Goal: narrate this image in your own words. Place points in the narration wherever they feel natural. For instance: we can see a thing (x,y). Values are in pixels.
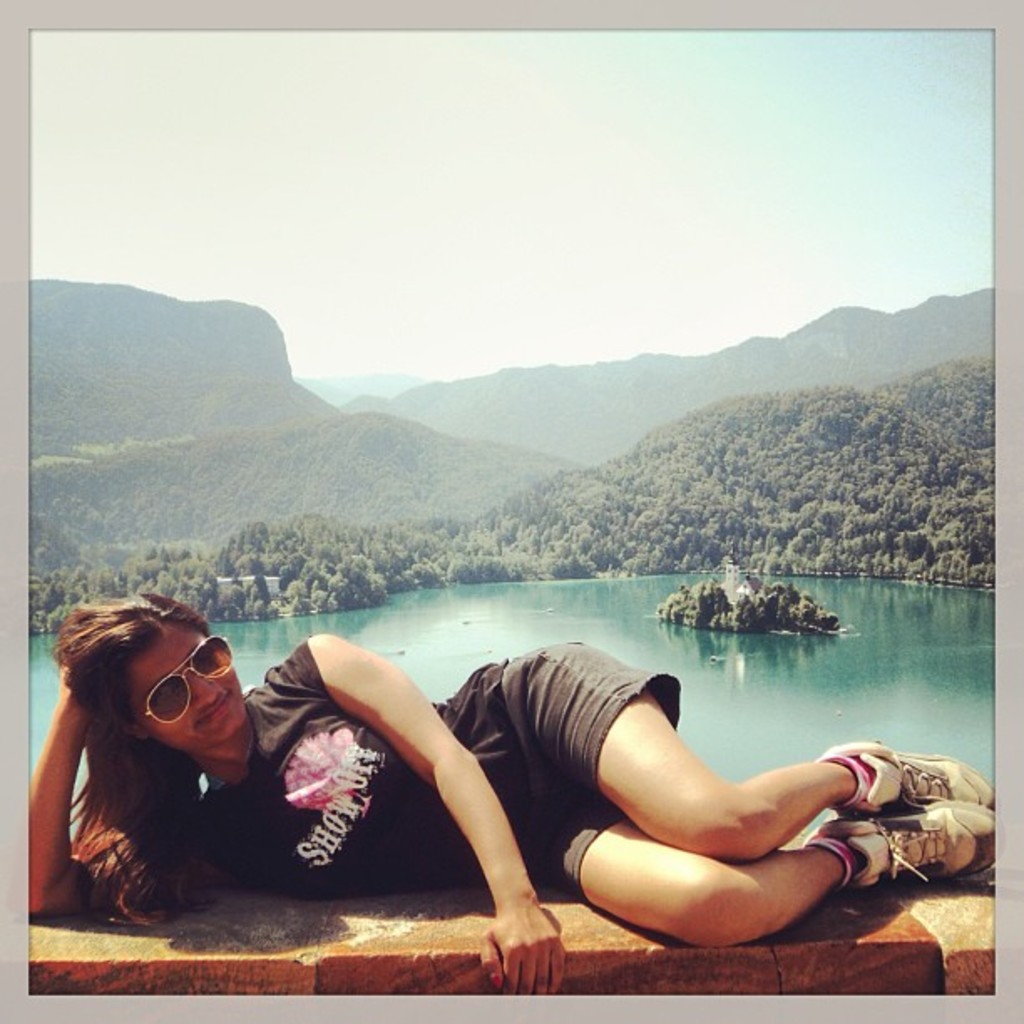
In this image there is a woman (506,779) lying on the wall (371,954). She is smiling. She is wearing spectacles (203,673). Behind her there is the water (867,661). In the background (667,468) there are mountains (668,452). There are trees (608,507) on the mountains (488,507). At the top (424,201) there is the sky (424,201).
